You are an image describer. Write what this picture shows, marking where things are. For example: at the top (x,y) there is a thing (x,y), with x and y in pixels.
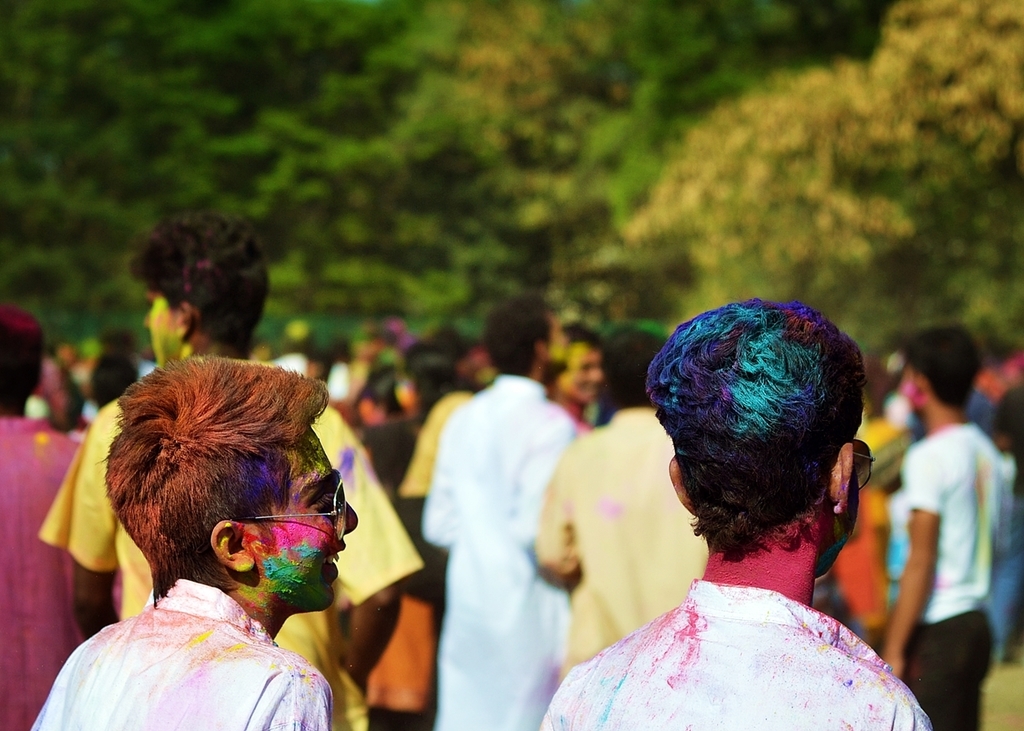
At the bottom (117,681) there are two persons (258,681) standing and we can see colors (578,708) on their body (578,708). In the background (459,534) there are few persons (479,495) standing and we can see colors (103,504) on their body (87,504) and there are trees (604,253).
